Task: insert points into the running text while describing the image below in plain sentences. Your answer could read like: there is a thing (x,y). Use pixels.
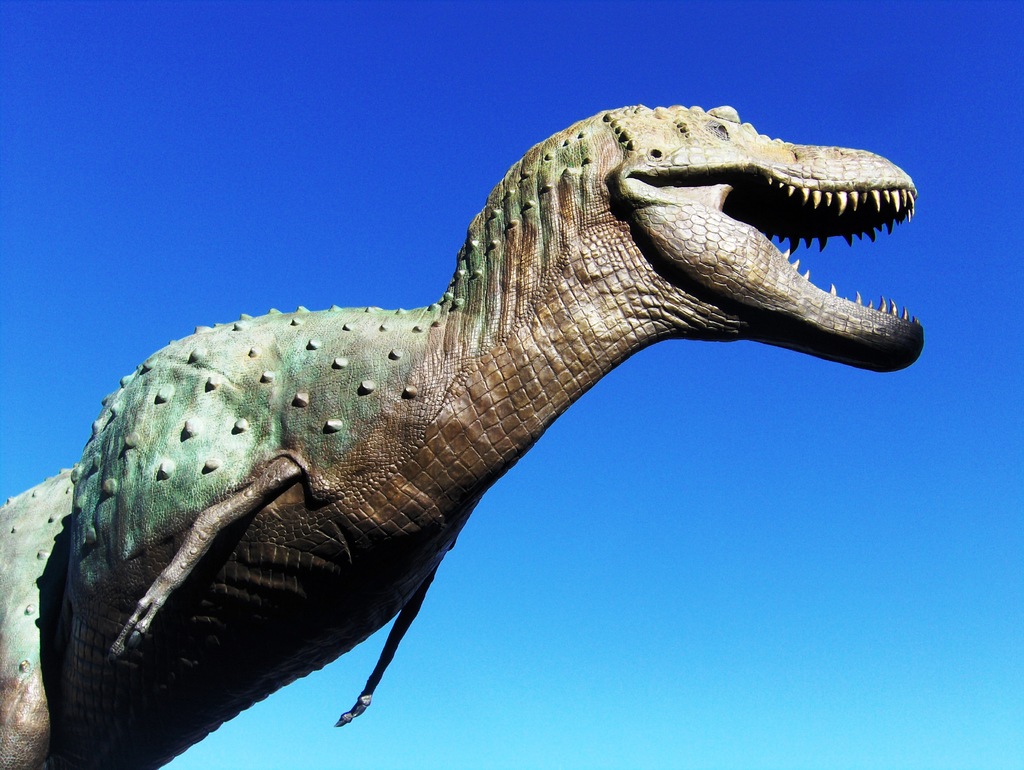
In the center of the image (509,277) we can see statue (185,524) of a dinosaur (26,664). In the background (699,85) there is sky (699,85).
